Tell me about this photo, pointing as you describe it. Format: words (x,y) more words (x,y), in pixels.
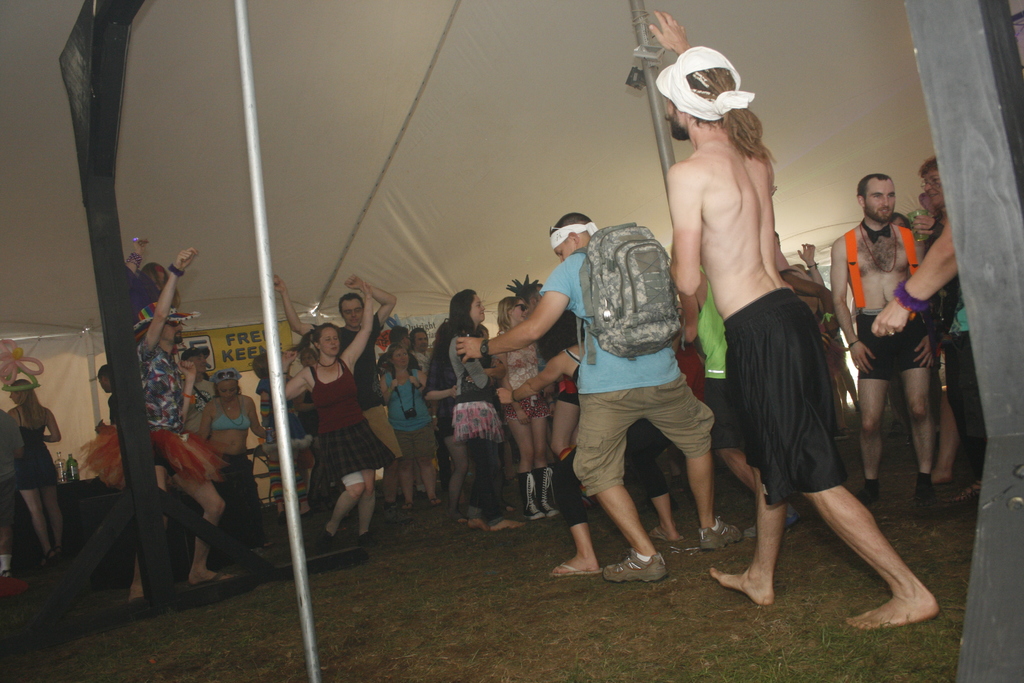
In this image I can see the ground (561,600) and number of persons (759,359) are standing under the tent (504,177) which is cream in color. I can see two wooden poles (139,368), a metal pole (272,342) and a yellow colored board (235,347).
